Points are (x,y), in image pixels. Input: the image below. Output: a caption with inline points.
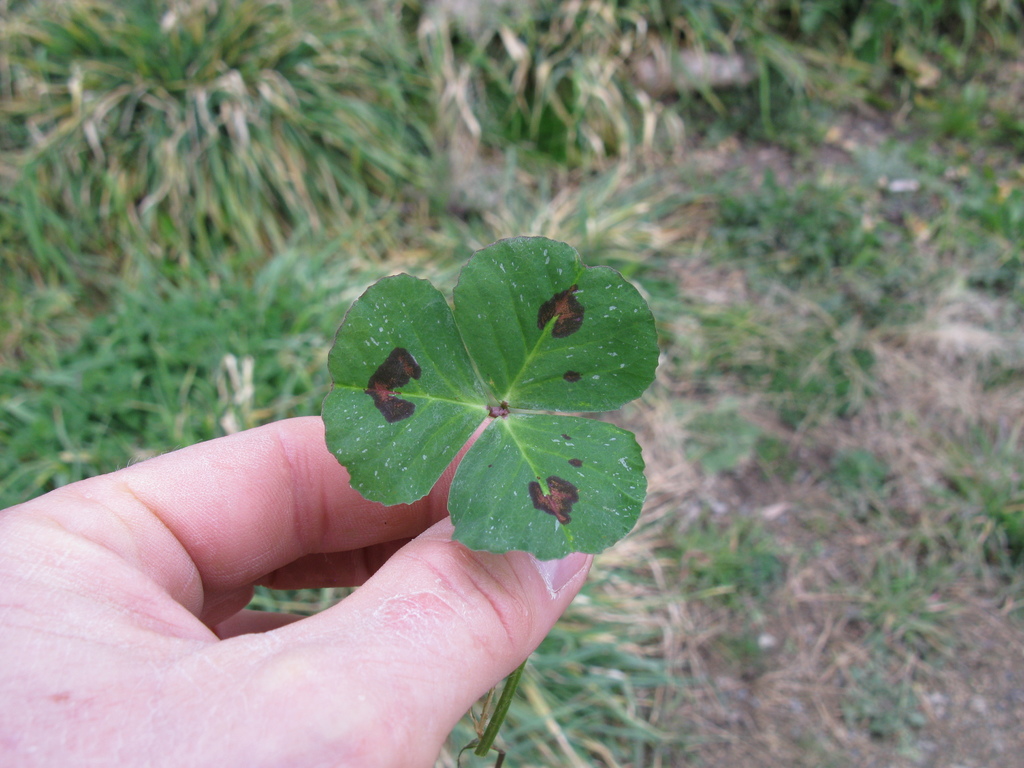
This picture is clicked outside. On the left (169,495) we can see the hand (316,571) of a person (409,565) holding the leaves (534,461). In the background (775,265) we can see the grass (635,272) and the ground (780,518).
